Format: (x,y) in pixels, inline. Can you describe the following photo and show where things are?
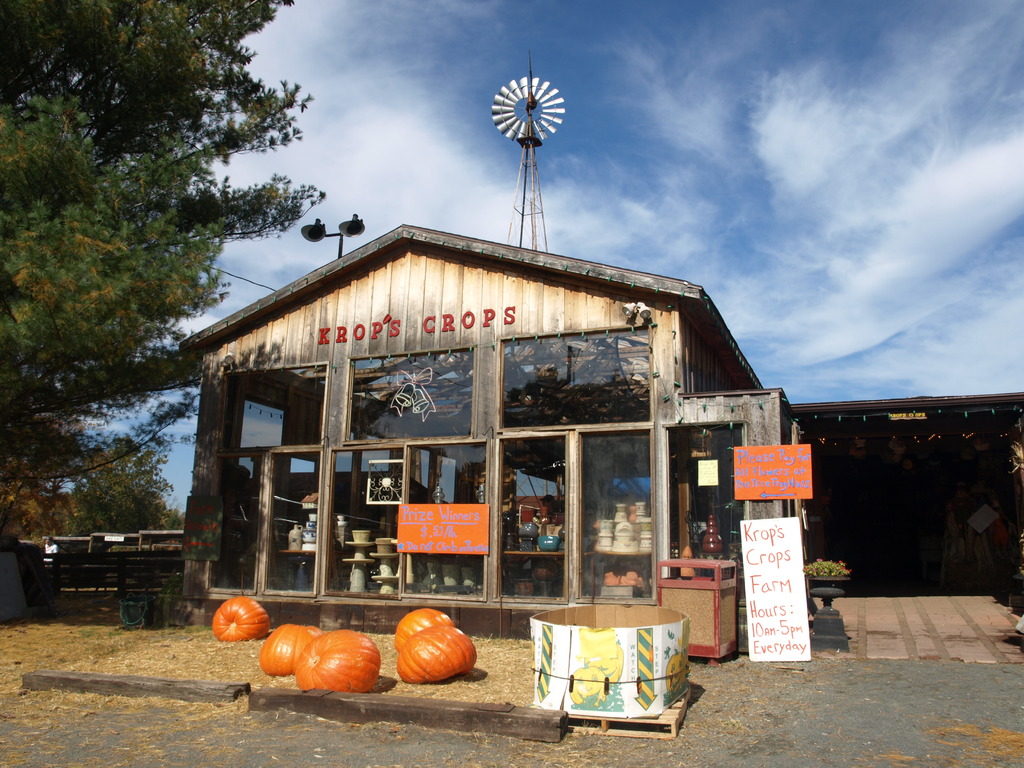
In this picture there is a ceramic store (373,467) in the center of the image (530,437) and there are pumpkin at the bottom side of the image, there are trees (158,7) on the left side of the image (186,177) and there is a windmill (527,137) at the top side of the image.
